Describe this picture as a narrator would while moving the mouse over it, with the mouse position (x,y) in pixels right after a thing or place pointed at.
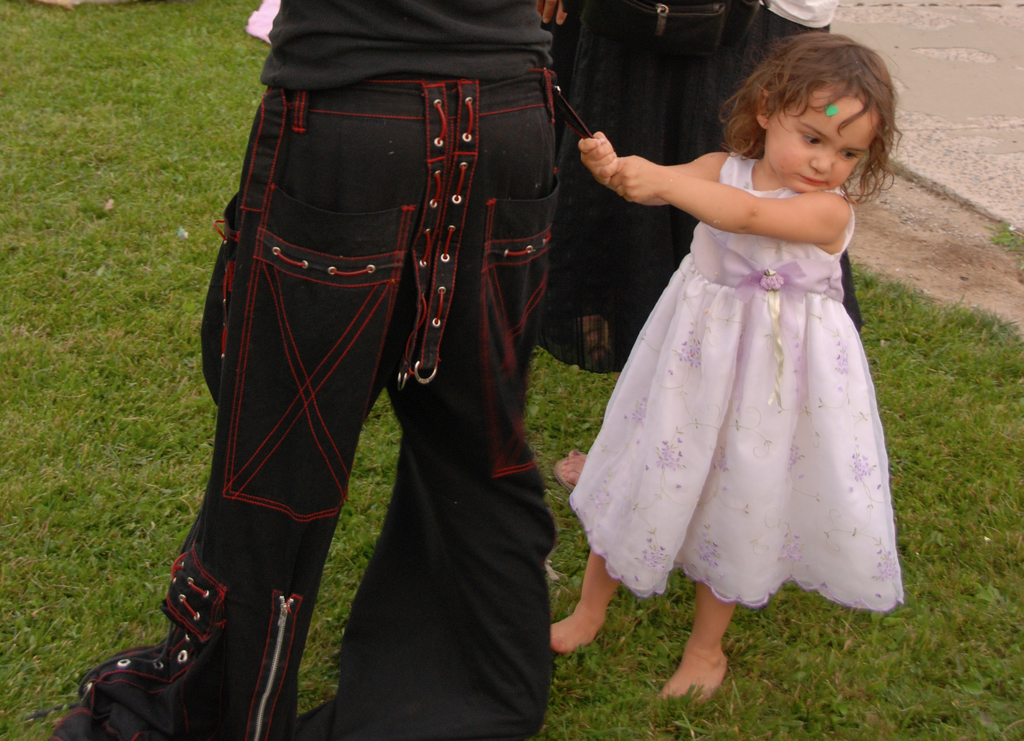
In this picture there is a girl (755,415) who is wearing pink dress (770,575), beside her I can see two persons (461,303) who are wearing black dress (432,36). Three of them are standing on the grass (561,543).
